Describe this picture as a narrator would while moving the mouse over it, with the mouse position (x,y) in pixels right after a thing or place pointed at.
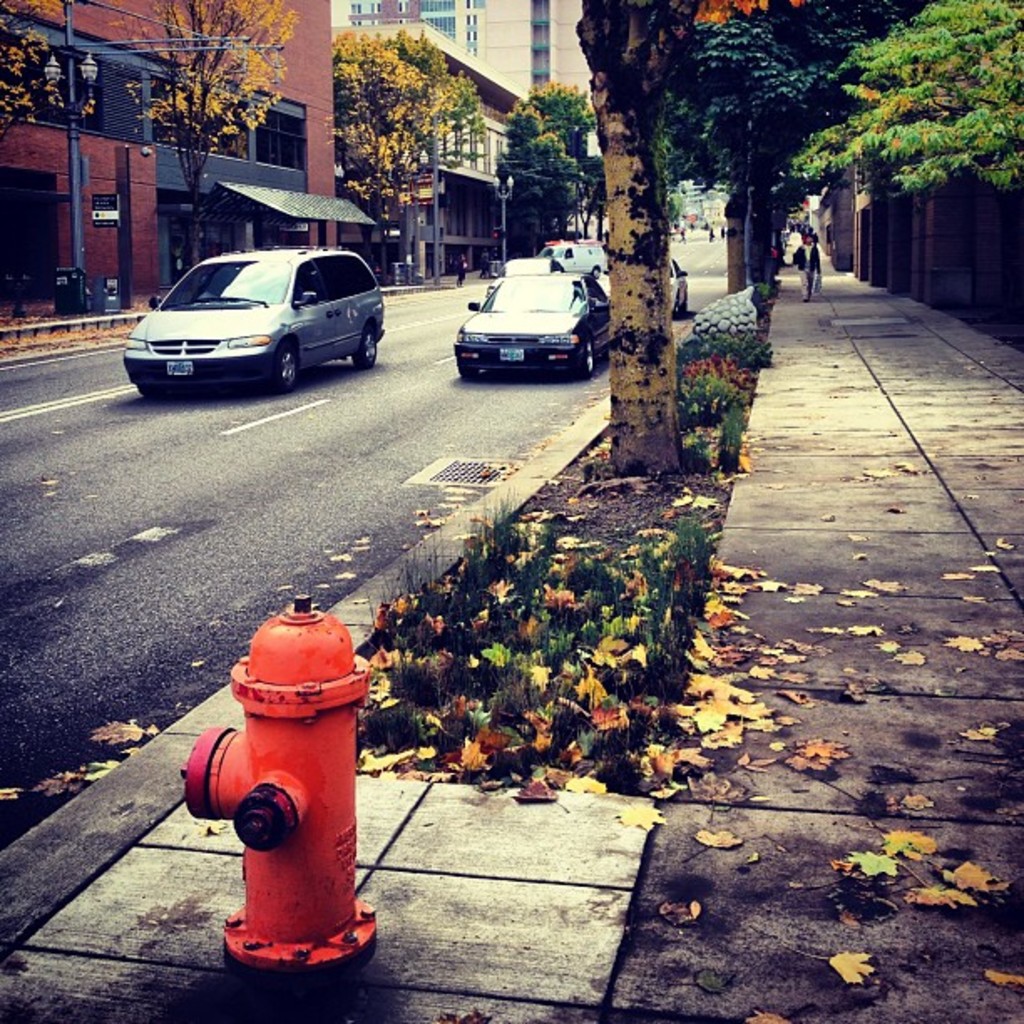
In this image there are buildings (332,131), there are trees (680,121), there are vehicles (376,298) on the road (276,432), there is grass (545,614), there is a fire hydrant (278,794), there is person (809,251) walking, there is a pole (82,241), there are objects (86,287) on the ground (94,315).
